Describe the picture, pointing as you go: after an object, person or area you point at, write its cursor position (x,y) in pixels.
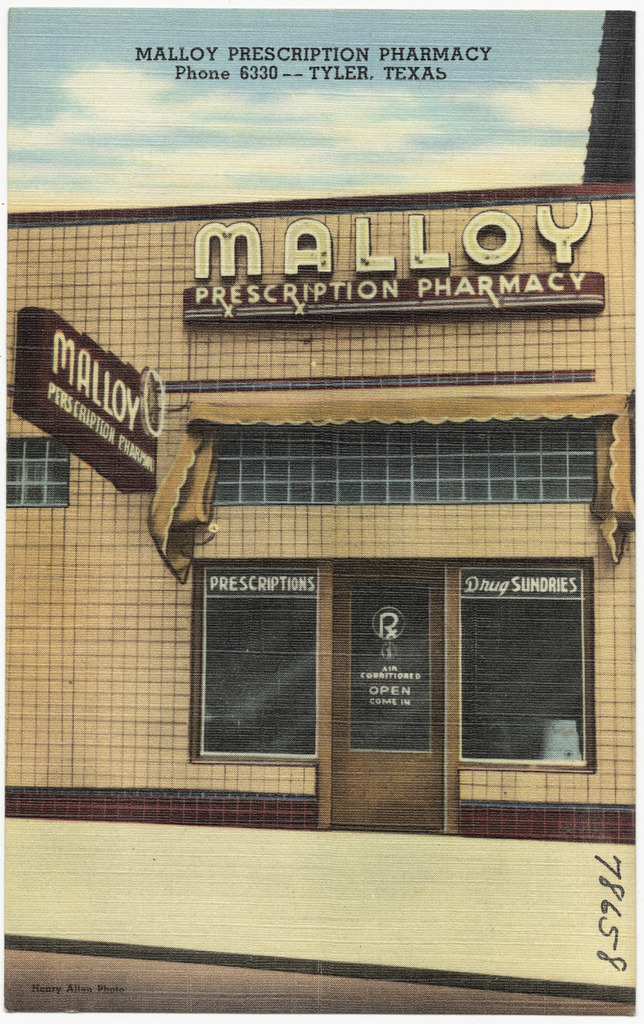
In this image we can see a poster (332,545). On this poster (332,545) we can see a building (603,667), boards (38,330), windows (305,428), and sky (304,192) with clouds (468,95). At the top of the image (149,50) we can see something is written on it.
